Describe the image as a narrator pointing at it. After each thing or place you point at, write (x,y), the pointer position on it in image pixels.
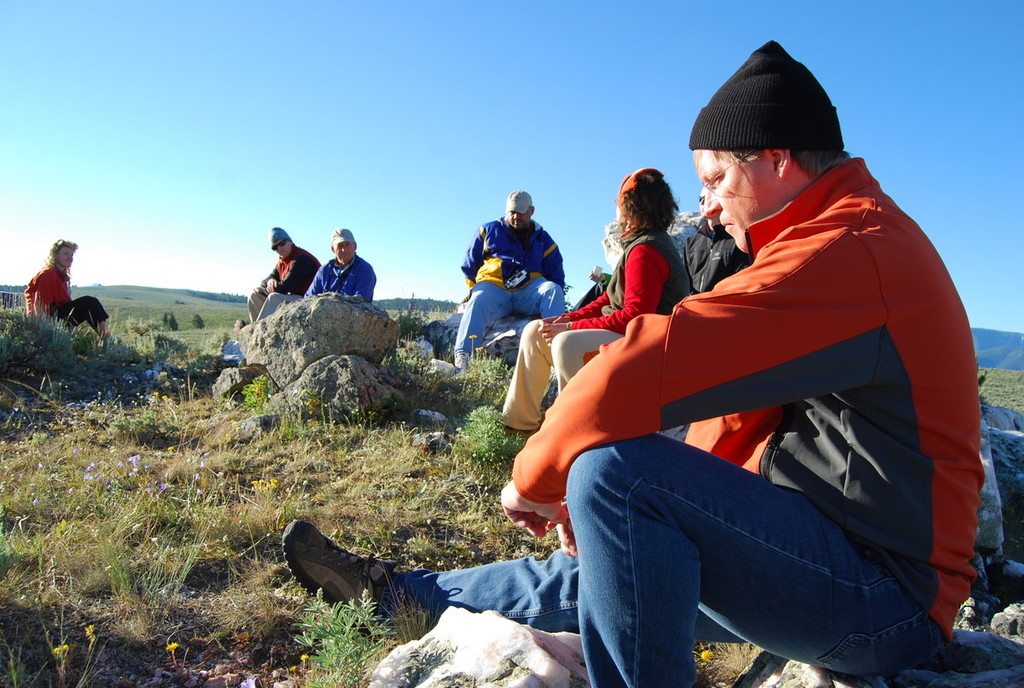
In the image there are people (530,287) sitting on the rocks (545,649). And there are few people (710,173) with caps (824,148) on their heads (737,157). On the ground (208,496) there is grass (175,526) and also there are flowers (120,466). In the background (991,355) there are hills (148,301). At the top of the image (564,70) there is sky (466,86).
